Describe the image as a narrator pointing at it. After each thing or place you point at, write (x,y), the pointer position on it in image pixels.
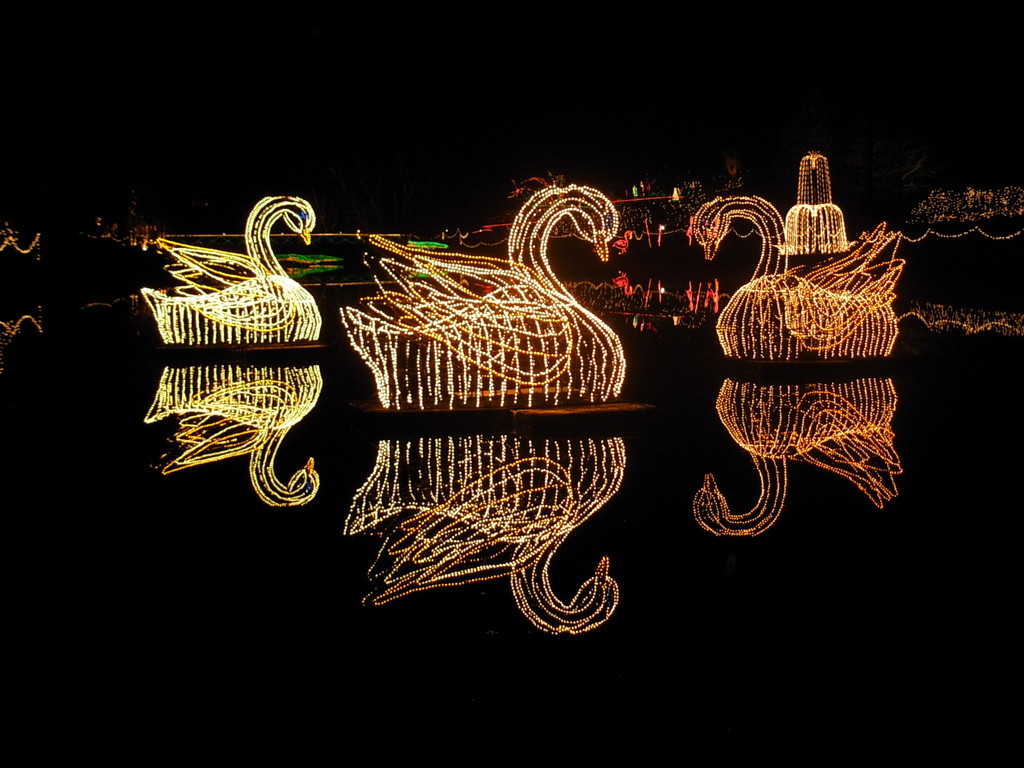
In this image, we can see some objects (592,388) with decorative lights (348,328).
